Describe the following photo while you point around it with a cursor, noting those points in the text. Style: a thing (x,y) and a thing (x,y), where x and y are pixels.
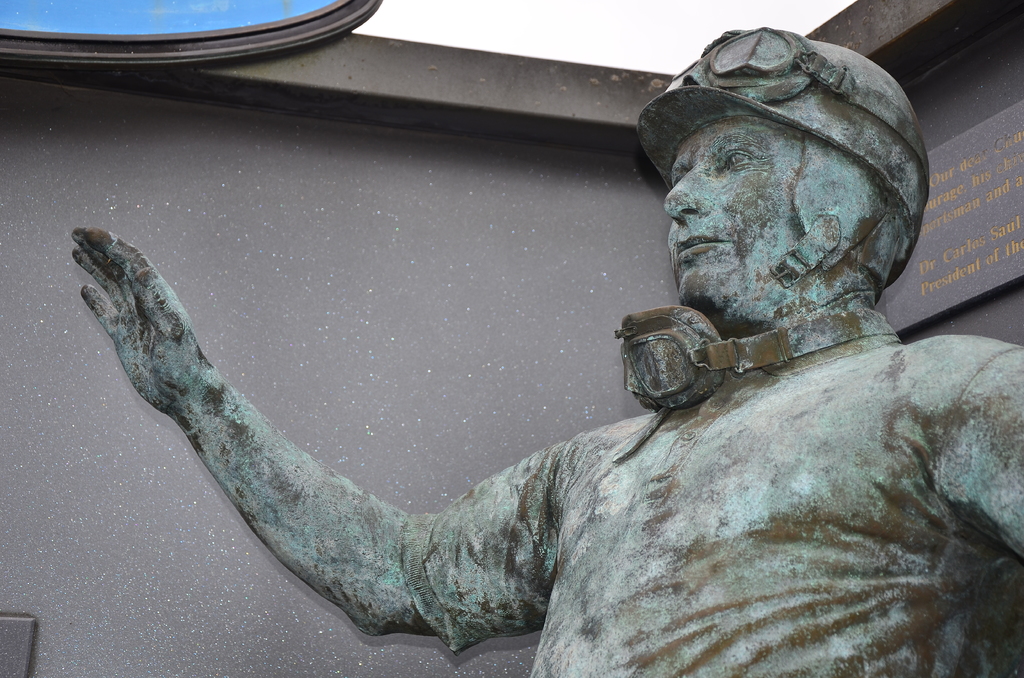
In this image we can see a sculpture (535,462).
